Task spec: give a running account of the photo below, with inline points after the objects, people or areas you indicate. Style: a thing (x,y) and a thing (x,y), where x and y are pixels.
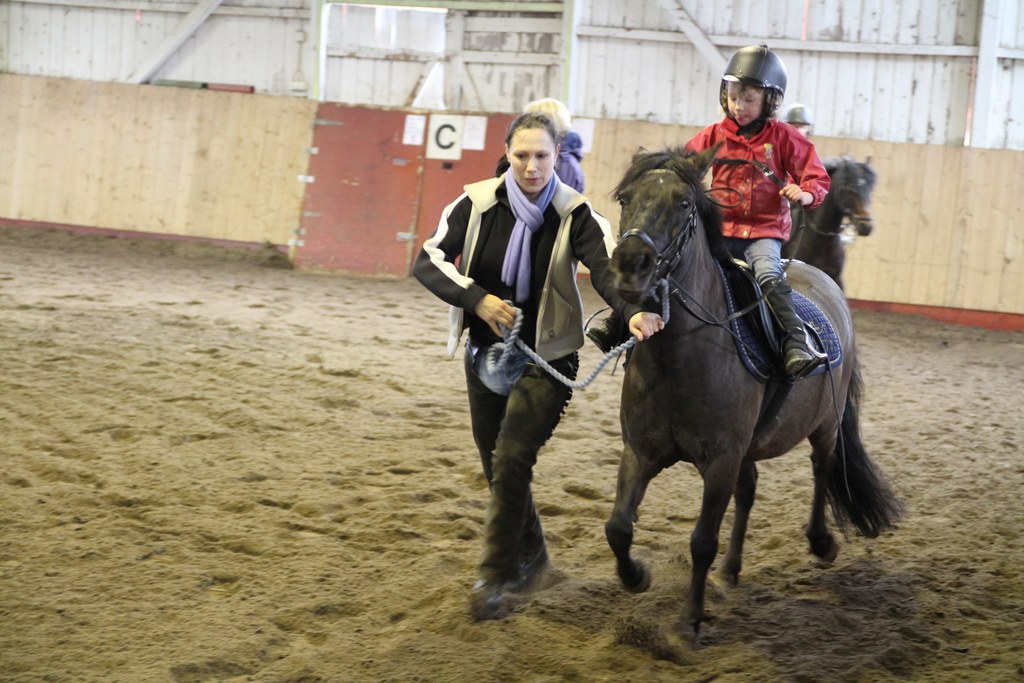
In this picture we can see dark horse (685,391) and small boy (735,122) wearing red color jacket (752,138) with black helmet (760,57) is sitting on the horse (617,269) and riding. Beside we can see a woman (561,282) wearing a beige vest (555,297) and purple muffler (525,233) in the neck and holding the horse rope (503,327). In the front (326,556) bottom side we can see sand (392,571) and in the background (629,76) we can see white wooden wall (549,69).
